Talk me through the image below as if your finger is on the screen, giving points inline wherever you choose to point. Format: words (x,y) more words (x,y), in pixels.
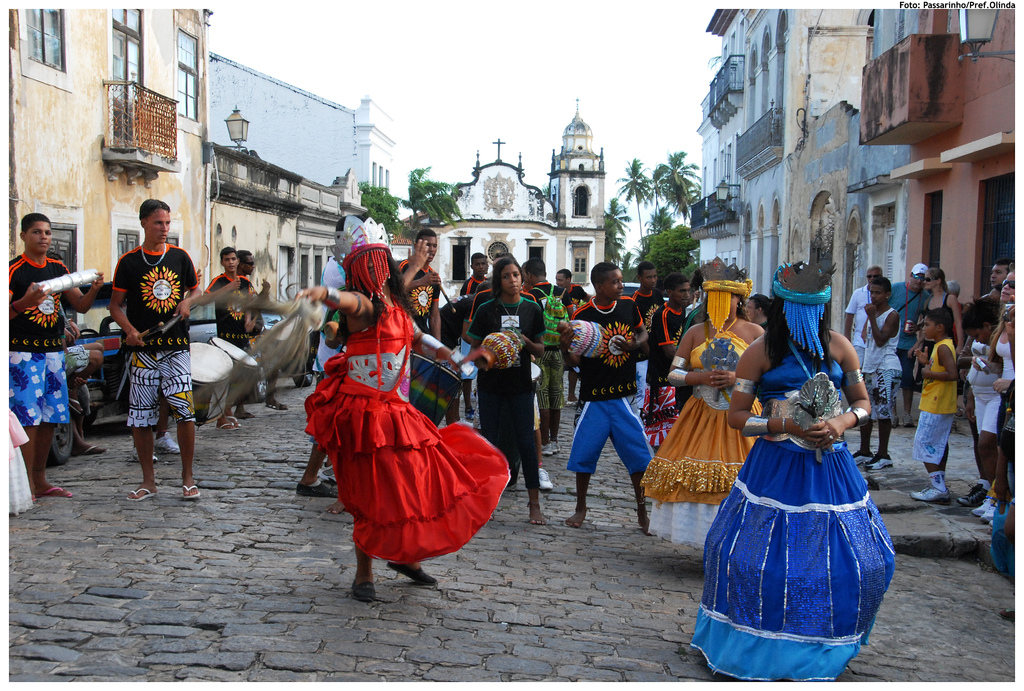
In this image we can see a person's (662,413) dancing on the road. On the left side of the image (228,135) there are buildings (199,164) and persons (165,309). On the right side of the image (761,17) there are buildings (834,215) and persons (865,314). In the background (548,67) there is a building (487,199), trees (422,202) and sky (559,21).
